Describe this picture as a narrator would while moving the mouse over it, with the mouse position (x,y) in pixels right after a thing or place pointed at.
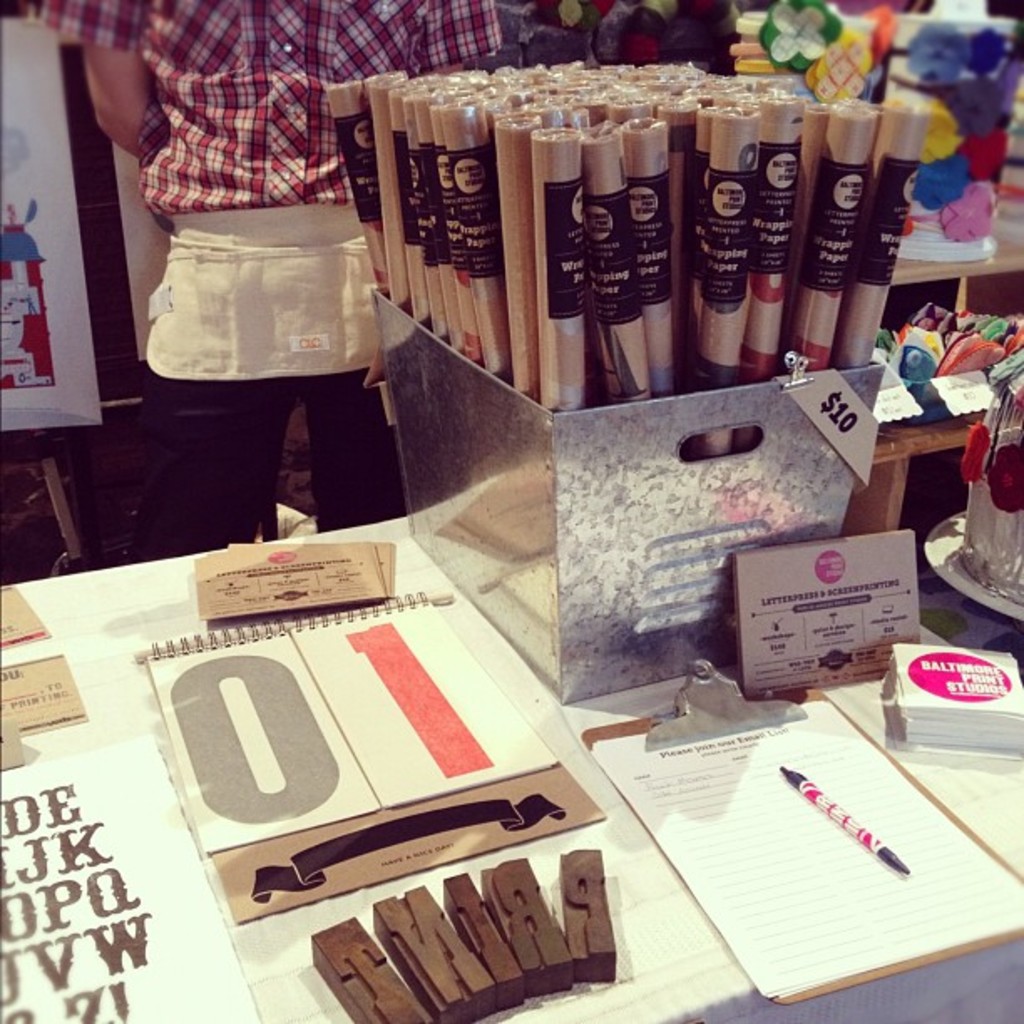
In this picture there is a man (230,155) who is standing near to the steel box (547,504), papers (873,885), pad (699,812), pen (817,787), tissue papers (910,663) and other objects (804,597). In this steel box (650,499) I can see the rolled papers (634,133).
